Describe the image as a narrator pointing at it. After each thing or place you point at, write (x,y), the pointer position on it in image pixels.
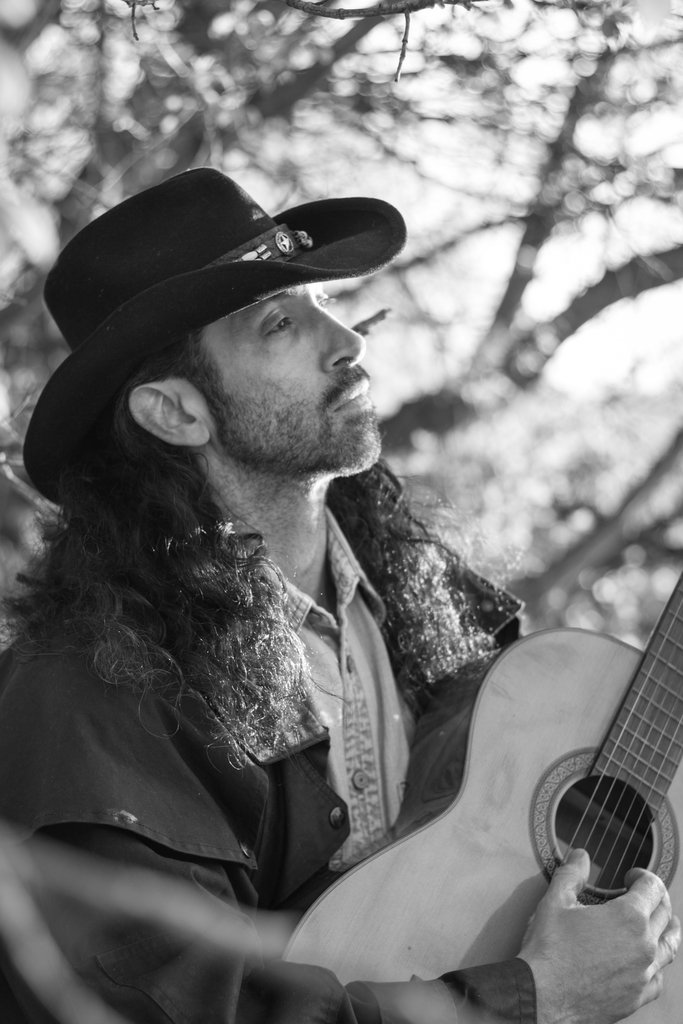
This picture shows a man (574,867) standing and playing a guitar (587,714) we see trees (568,134) on his back (544,156).
